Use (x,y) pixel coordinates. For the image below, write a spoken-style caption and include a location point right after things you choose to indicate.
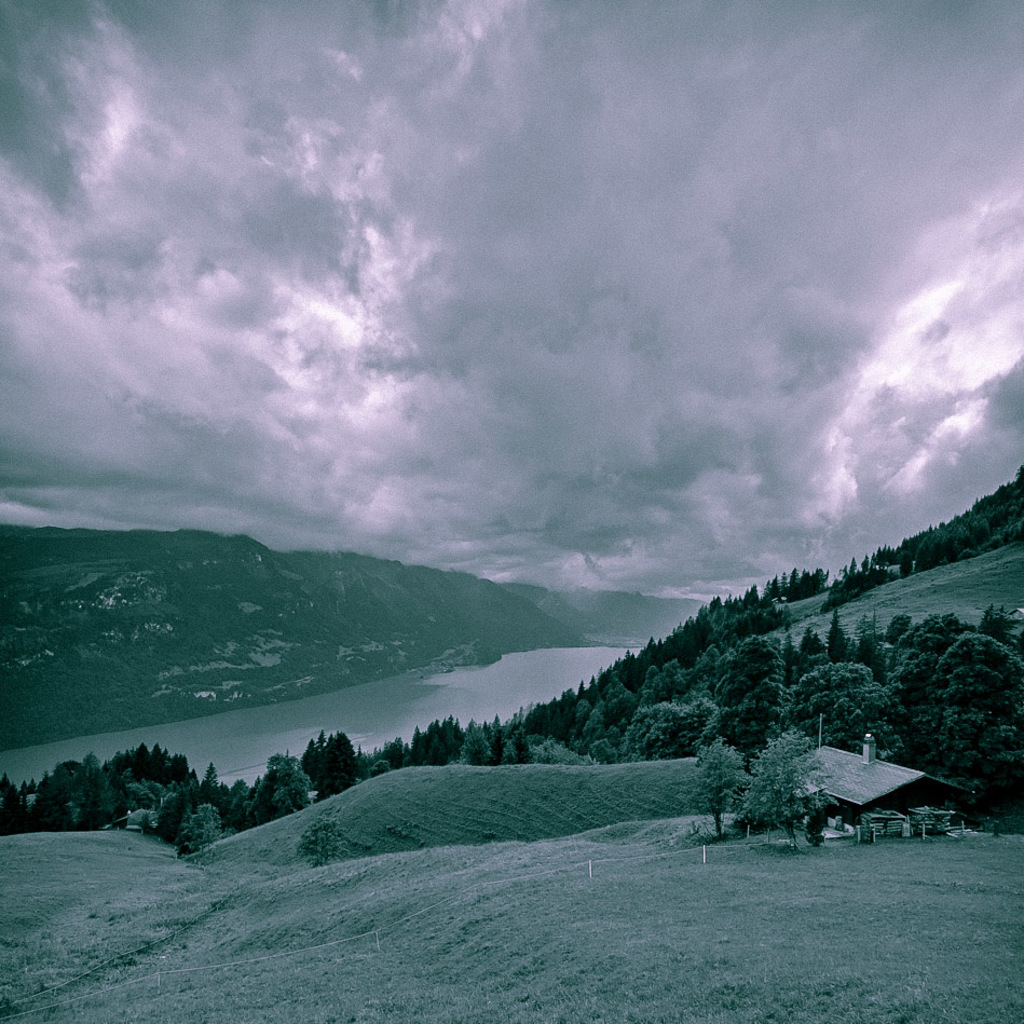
In the center of the image (516,664) we can see a river (386,716). At the bottom (733,753) there are trees (723,766) and we can see a shed (867,785). In the background (362,603) there are hills (511,589) and sky (558,478).
